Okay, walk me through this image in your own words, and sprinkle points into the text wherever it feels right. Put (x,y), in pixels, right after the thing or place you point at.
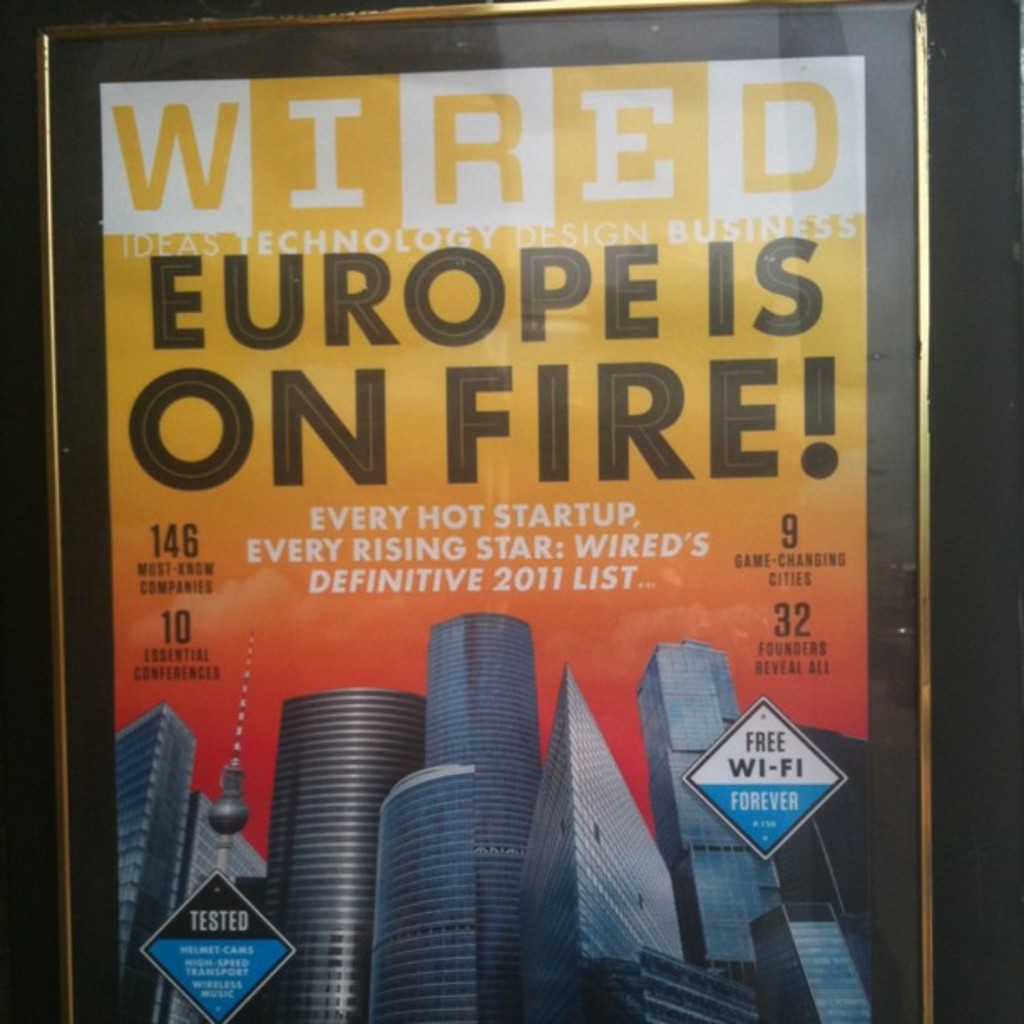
In the image we can see in front (433,657) there is a poster (663,707) on which there are buildings (462,858) and its written ¨Wired¨ on the poster (392,235).
